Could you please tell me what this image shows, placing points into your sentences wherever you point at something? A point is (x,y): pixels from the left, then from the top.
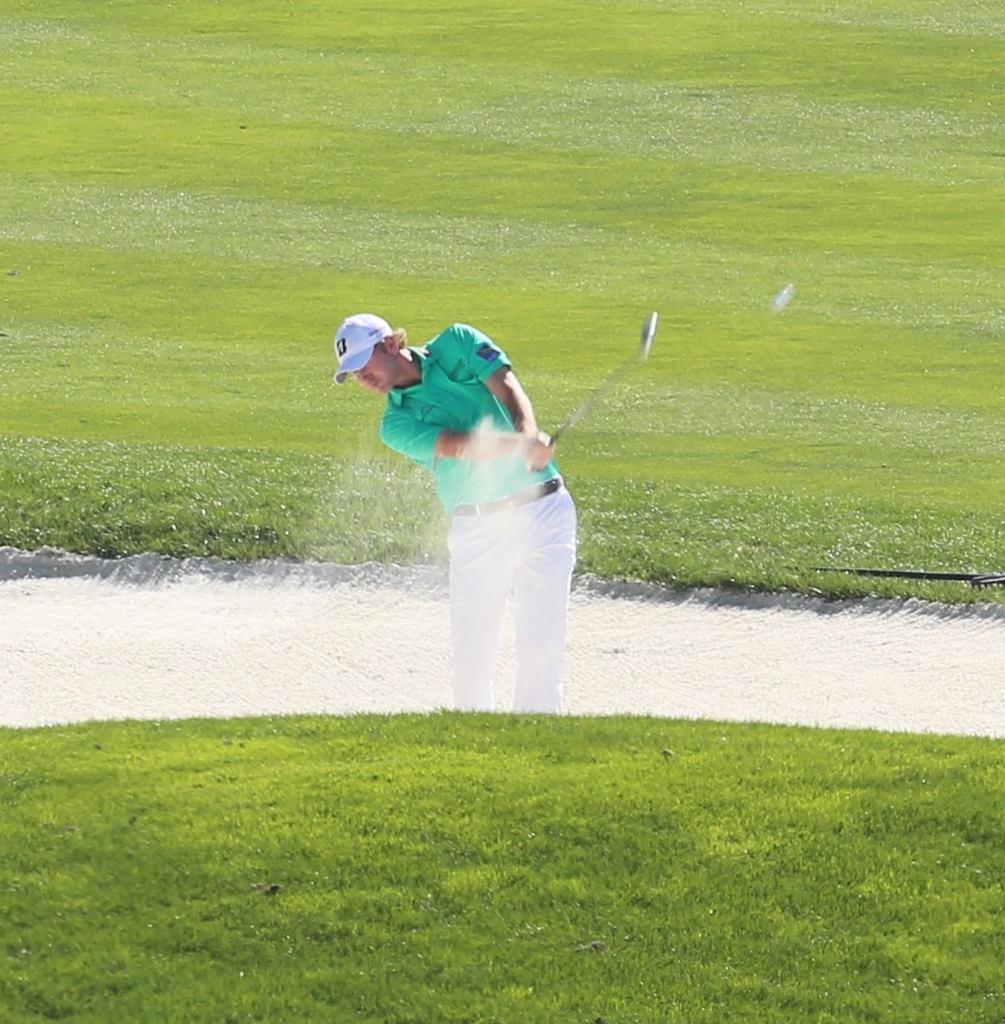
This image consists of a man (570,518) playing golf. At the bottom (220,799), there is green grass (227,742). In the middle (365,601), there is sand (145,625). In the background (194,431), there is a ground (139,13) with green grass (212,291).
